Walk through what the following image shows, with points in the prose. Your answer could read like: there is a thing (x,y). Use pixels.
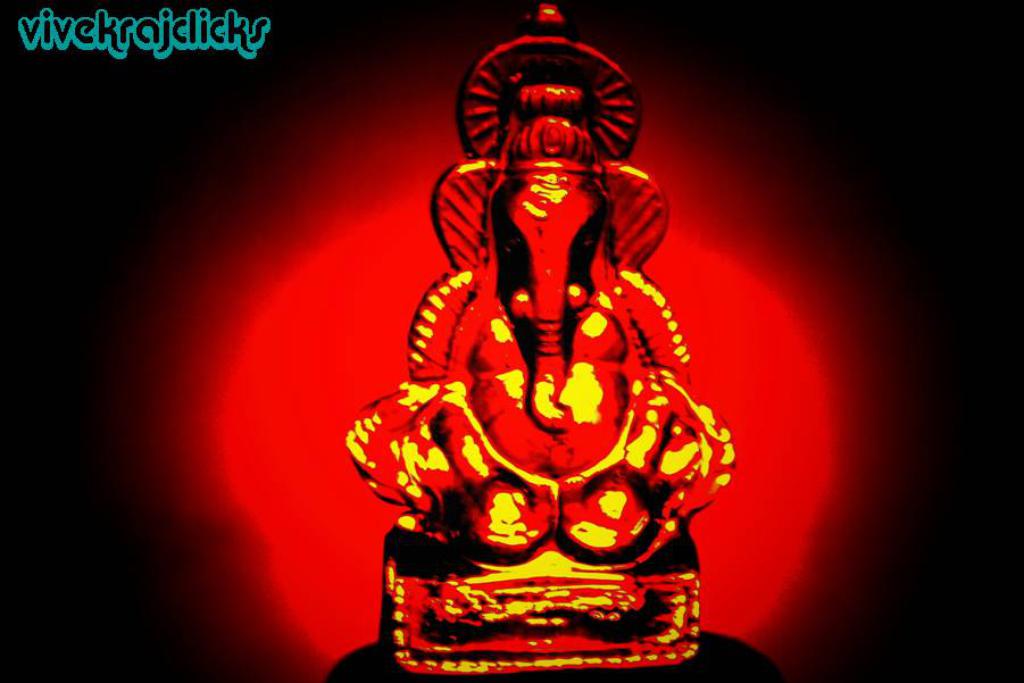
This picture shows a red color ganesha (603,112) and we see text (211,38) on the top left corner (258,24).
